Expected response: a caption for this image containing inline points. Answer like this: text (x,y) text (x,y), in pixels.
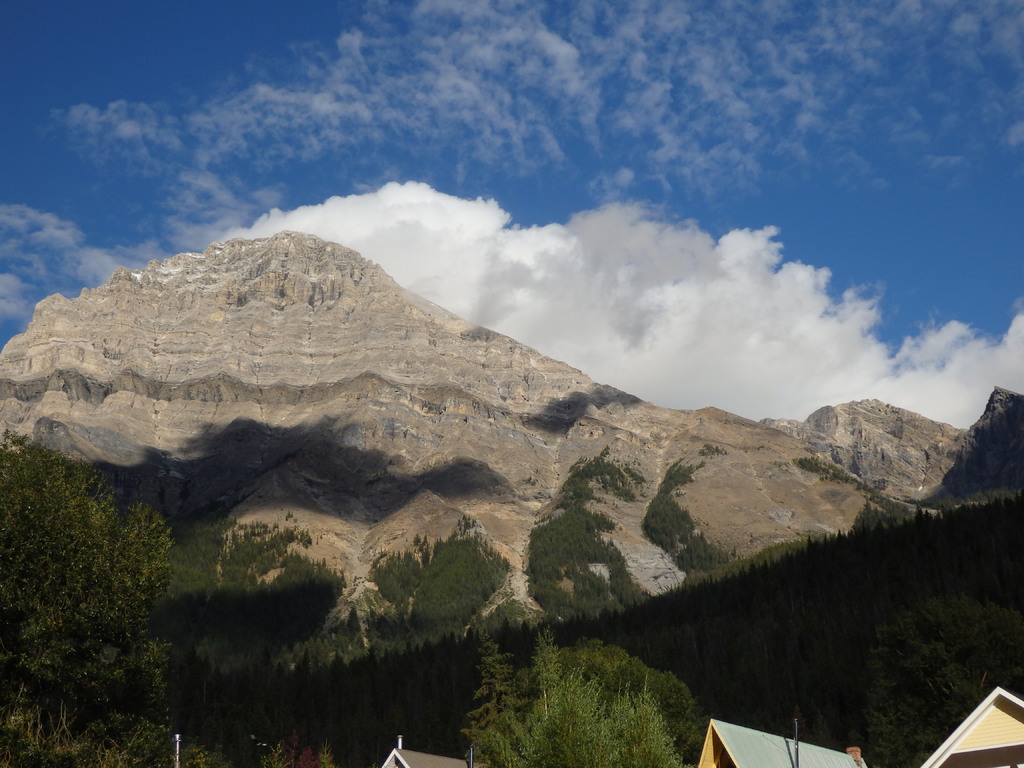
We can see trees (942,649), hills (148,497) and rooftops (859,765). In the background (586,104) we can see sky (570,125) with clouds (567,261).
